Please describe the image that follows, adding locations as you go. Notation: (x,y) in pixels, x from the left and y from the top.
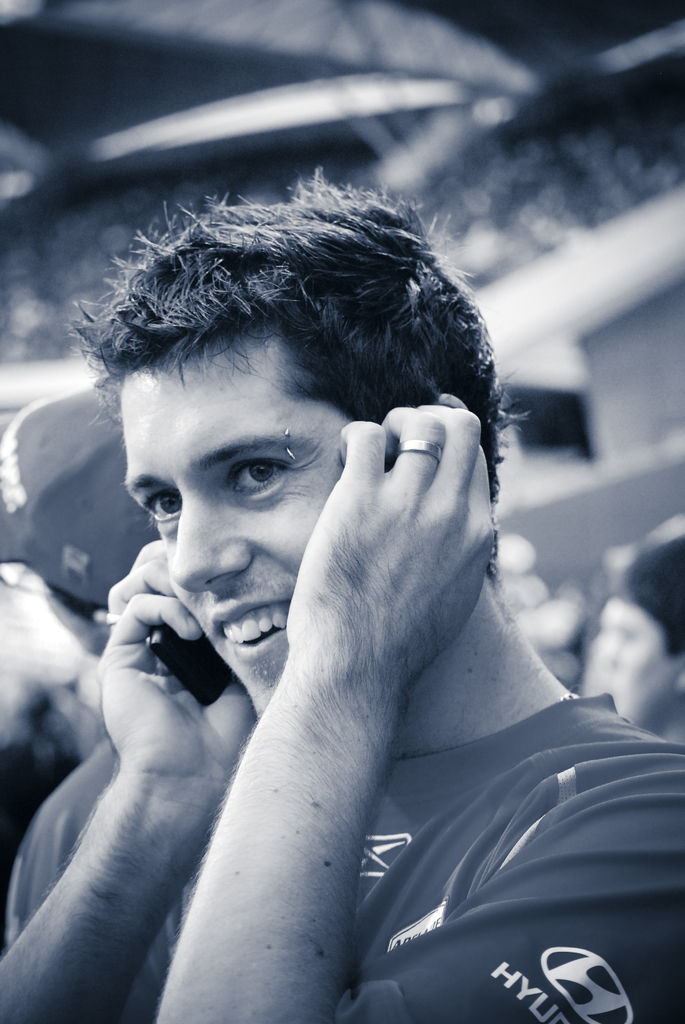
In this image we can see a person (272,718) holding a phone (182,669) and a blurry background (515,575).
